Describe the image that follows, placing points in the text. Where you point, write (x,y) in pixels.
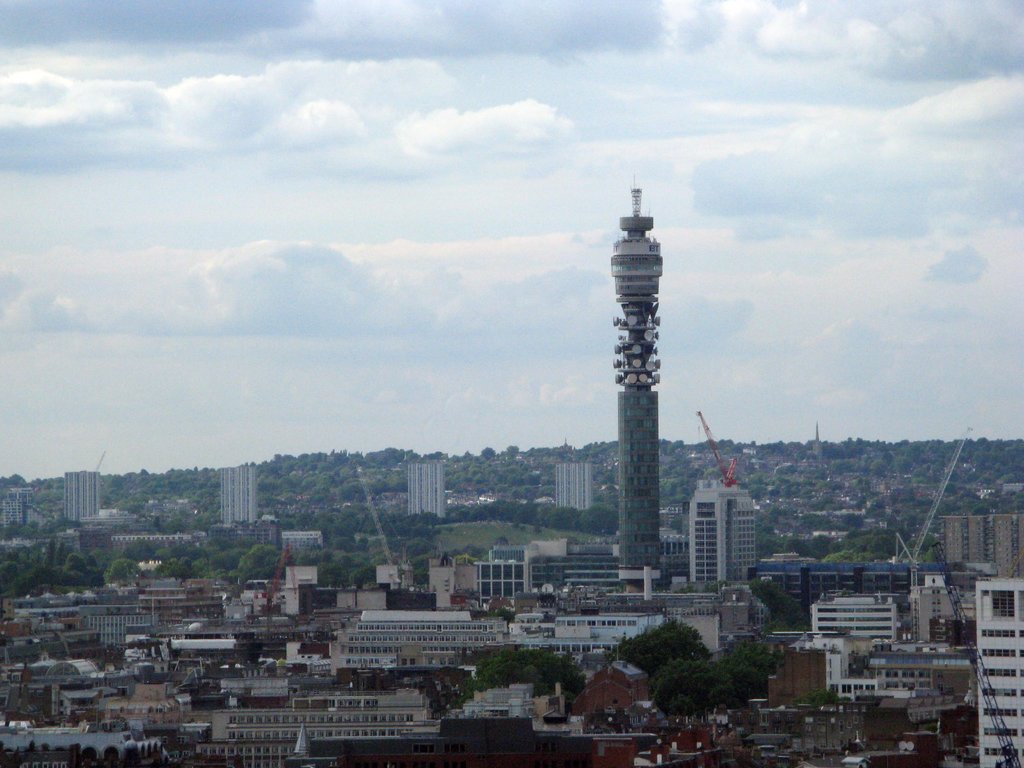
This picture shows buildings (470,593) and we see trees (855,527) and a crane (720,471) and we see a tower (641,220) and a cloudy sky (728,161).
